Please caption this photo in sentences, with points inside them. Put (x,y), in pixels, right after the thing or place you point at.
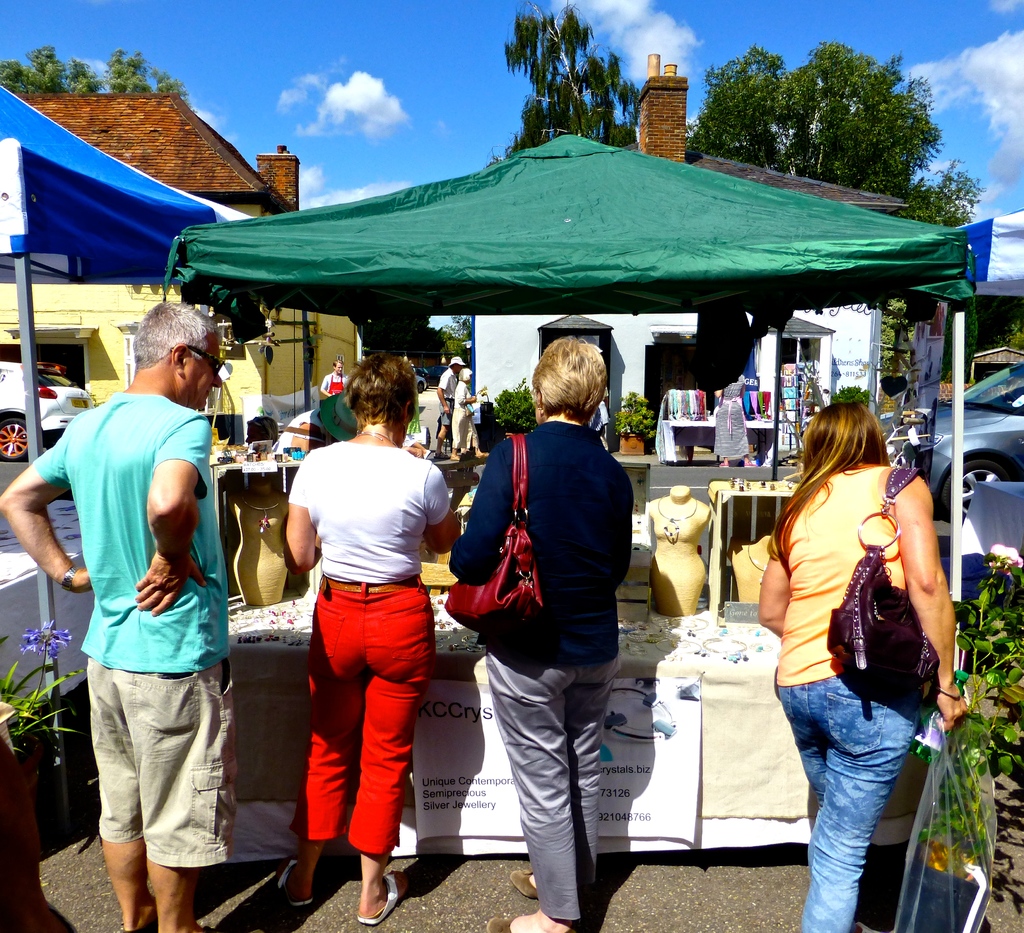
In this image there are tents (592,221). Under the tents (727,254) there are tables (707,423). There are objects (682,590) placed on the tables (691,434). There are people (189,564) standing at the tents (54,589). Behind them there are trees (781,98) and houses (262,198). At the top (519,10) there is the sky (767,21).
